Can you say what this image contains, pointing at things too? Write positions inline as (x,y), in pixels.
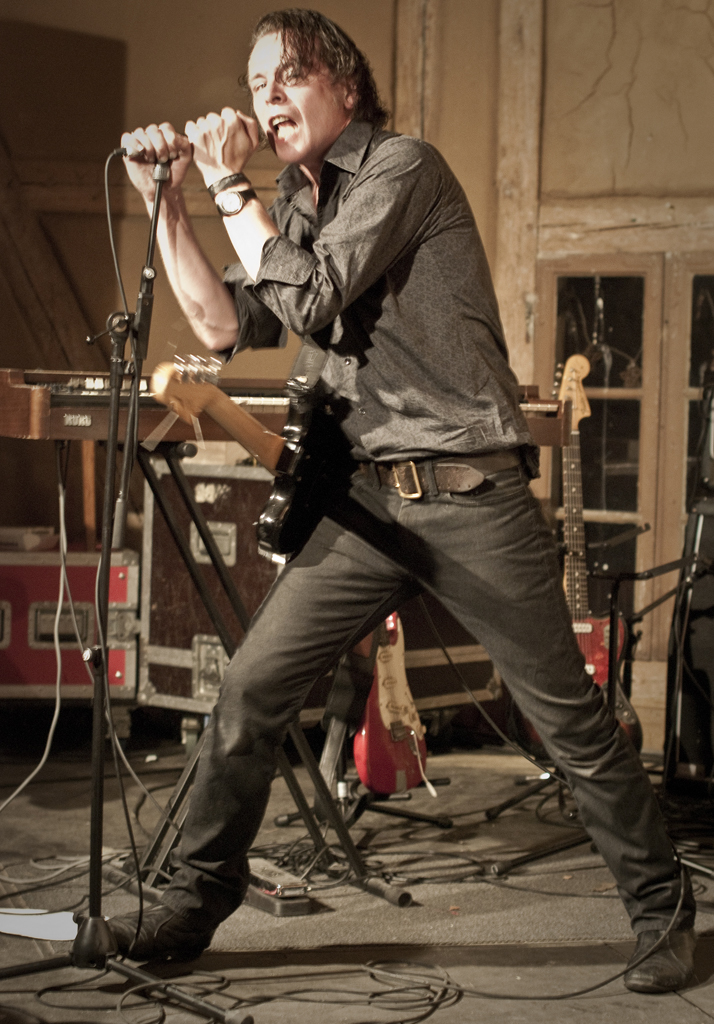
This image is clicked in a musical concert. There is a person (446,403) in the middle (378,468) who is holding the mike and singing something. There are musical instruments (349,454) in this image. There are wires (163,1020) in the bottom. He is wearing grey color dress (401,548).
